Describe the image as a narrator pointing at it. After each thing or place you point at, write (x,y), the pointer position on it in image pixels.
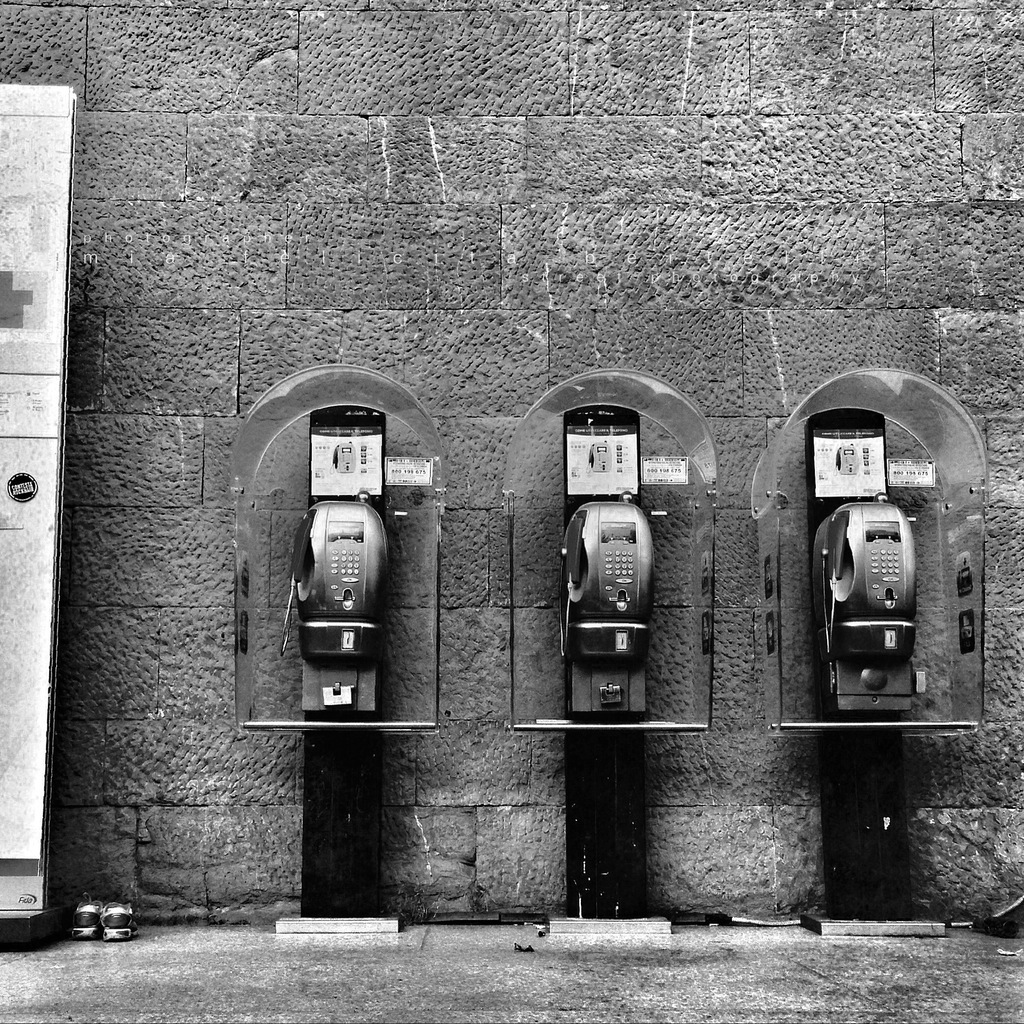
In this image there are three telephone booths (535,671) near the wall (197,691), there is a footwear (112,914) and a stand (71,164).
